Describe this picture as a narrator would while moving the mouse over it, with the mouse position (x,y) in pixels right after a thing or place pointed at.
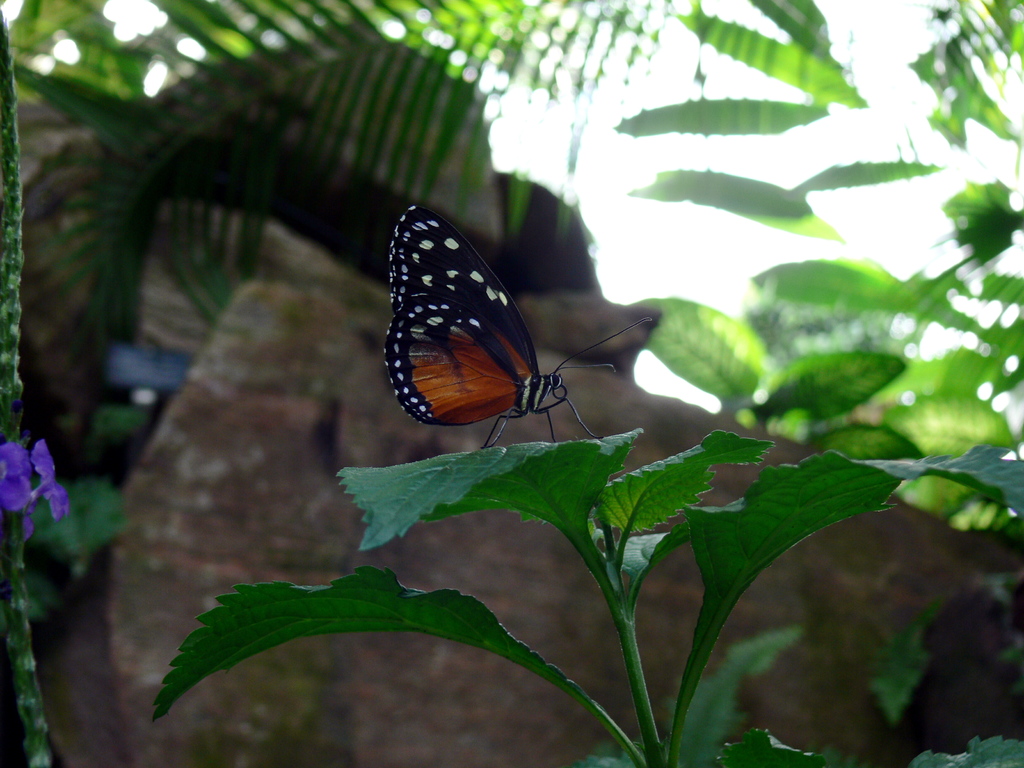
In the center of the image (439,367) there is a butterfly (427,336) on the plant (565,520). In the background of the image (314,390) there are rocks (163,720). In the background of the image (933,371) there are leaves (783,280).
